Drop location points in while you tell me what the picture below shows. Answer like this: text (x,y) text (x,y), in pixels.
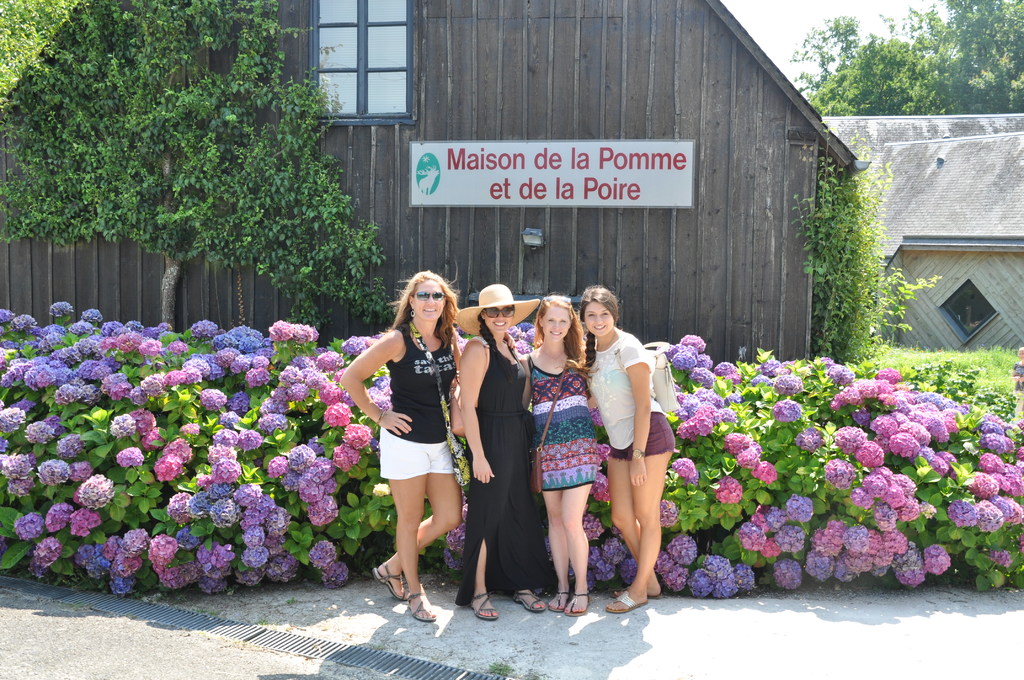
In this image four women (568,561) are standing on the floor (662,657). Behind them there are few plants (93,520) having different colors of flowers (128,429). A woman (528,467) wearing a black dress (505,438) is wearing a cap (480,308) and goggles (493,306). Beside there is a woman (432,394) wearing a black top (414,392) is carrying a bag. There is a house (67,266) having name board (528,178) attached to it. Few creepers (259,197) are on the wall (501,229) of the house (790,223). Right side (989,360) there is grassland (892,350). Behind there is a building (953,173). Top of image (938,82) there are few trees (874,79) and sky (787,44).
